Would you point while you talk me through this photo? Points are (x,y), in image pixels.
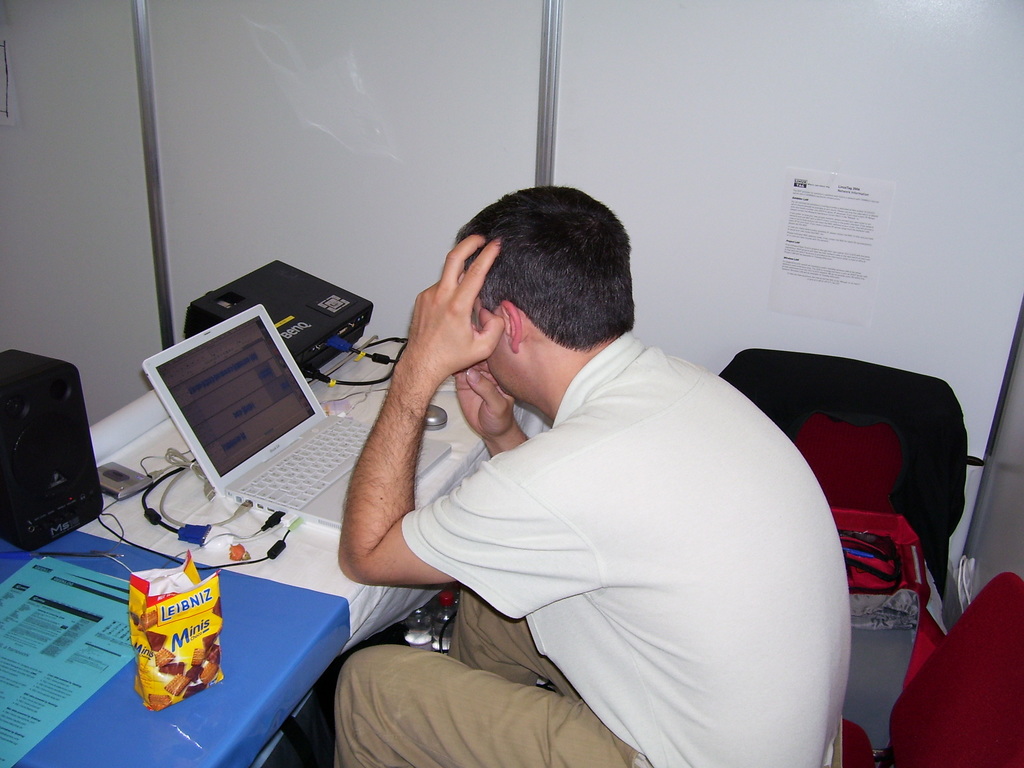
In this image I can see a man (412,411) is sitting in front of a table (454,433). On the table (341,407) I can see laptops (252,492), food items (200,596), papers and other objects (159,515) on it. Here I can see a wall (783,99) which has a paper (839,271) attached to it and other object (899,555) on the floor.
